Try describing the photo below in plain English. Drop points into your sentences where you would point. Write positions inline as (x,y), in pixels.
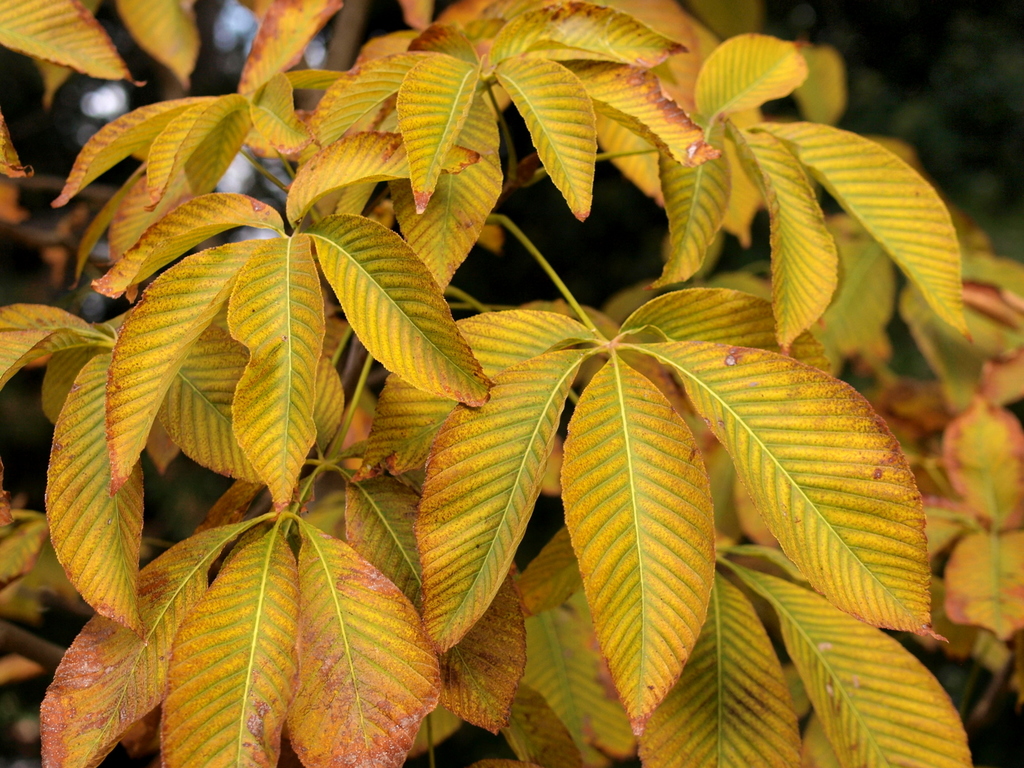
In this picture I can see the leaves (382,463).
